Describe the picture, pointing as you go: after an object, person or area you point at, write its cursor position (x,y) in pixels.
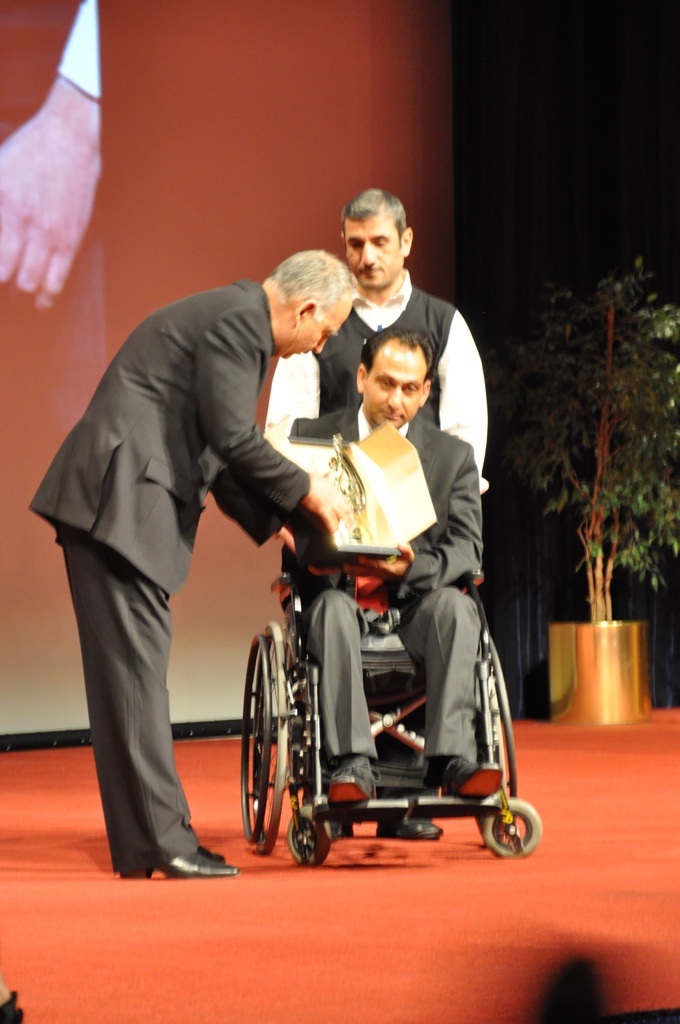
In this image, there is a carpet (87,950) on the floor (87,950), at the middle (449,461) there is a man (468,570) sitting on the wheel chair (301,689), at the left side (104,682) there is a man (133,475) standing and he is wearing a black color coat (131,519), he is holding some object (373,527).
